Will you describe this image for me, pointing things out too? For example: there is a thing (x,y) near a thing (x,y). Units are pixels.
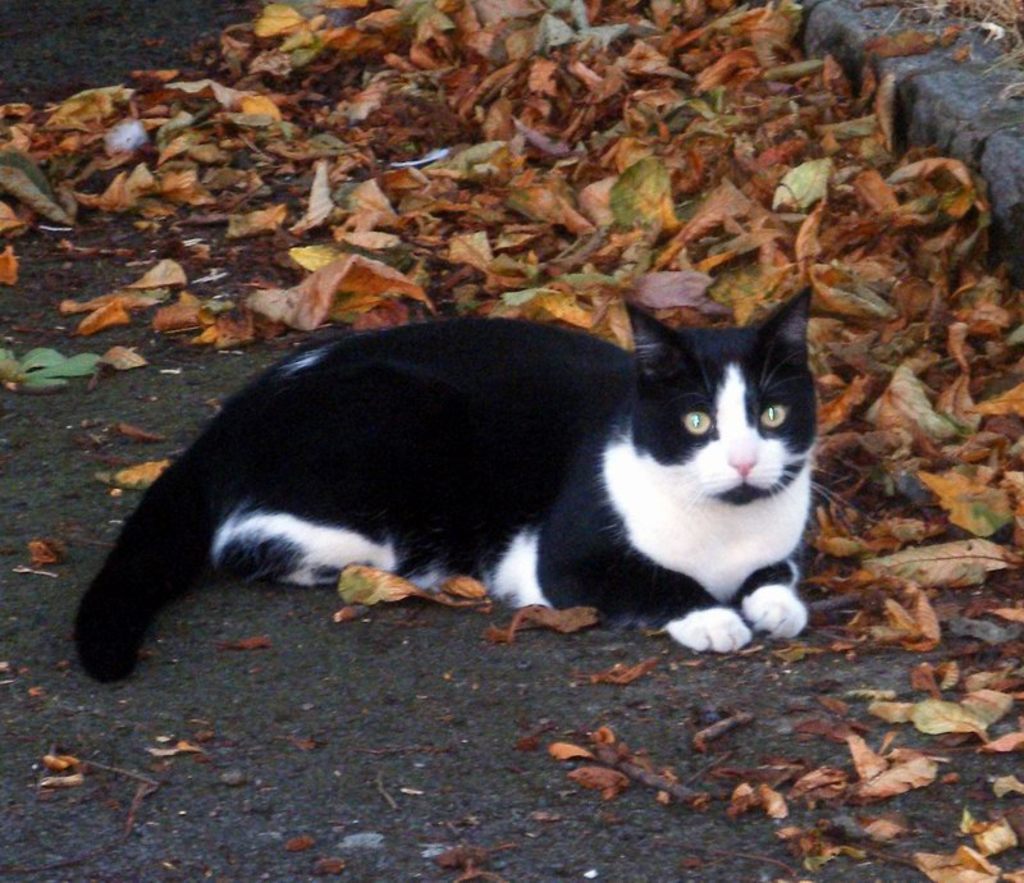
In this picture, there is a cat (494,445) sitting on the ground (565,701). It is in black and white in color. On the top (471,186), there are dried leaves (910,411).
